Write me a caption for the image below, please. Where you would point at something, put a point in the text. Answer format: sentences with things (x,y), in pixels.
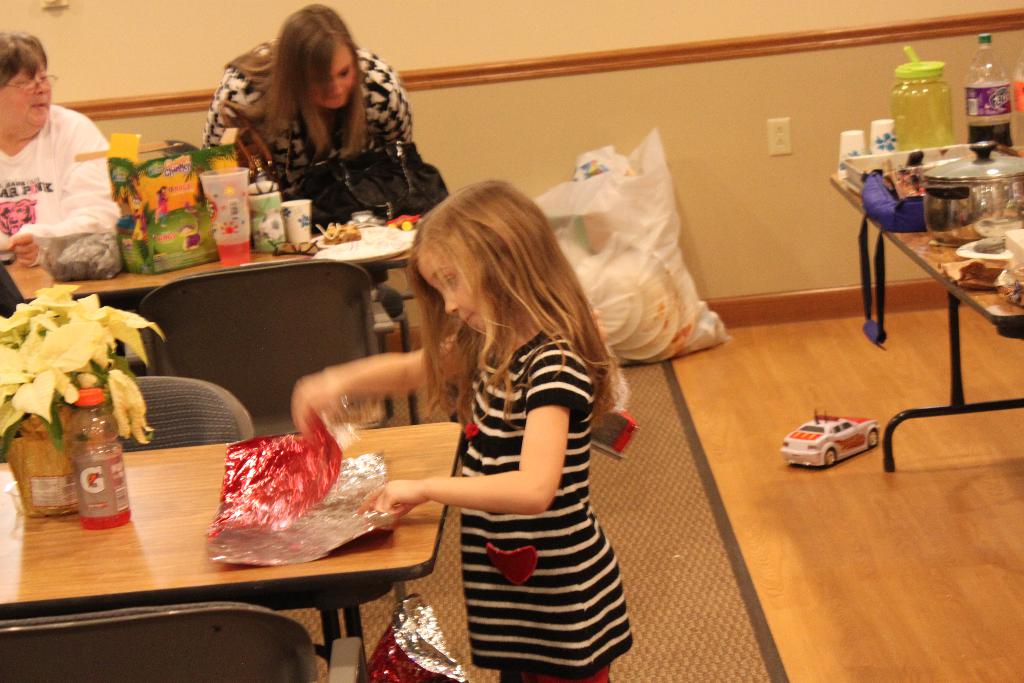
In this picture we can see three persons (310,109) were two woman (351,122) and one girl (469,334) is holding color paper (270,472) in her hands (324,410) and on table (155,472) we can see bottle (76,442), vase (43,429) with flowers (34,329), covers (170,233), glasses (258,231) and beside to them there is toy car (812,440), vessels (936,185), jar (938,88), bag (908,219), wall (793,162).
